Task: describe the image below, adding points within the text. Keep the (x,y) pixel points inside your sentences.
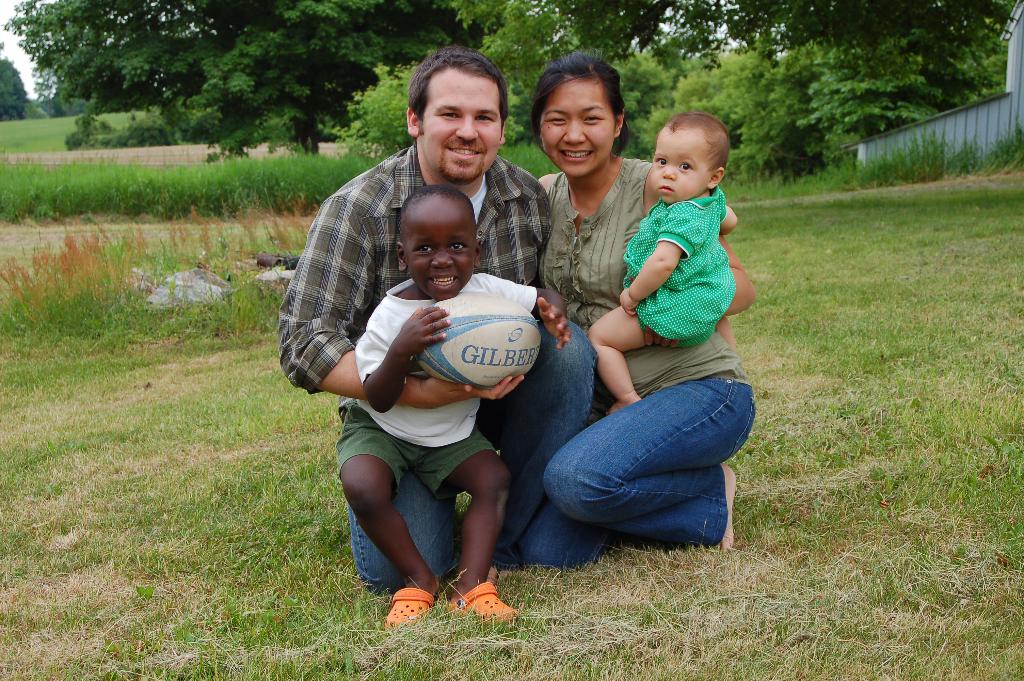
In this Image I see a man (564,386) and a woman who are sitting on the grass (187,497) and I see this man (513,275) is holding a boy (517,295) and this woman (616,437) holding a baby (694,114). I can also see that these 3 are smiling and I see that this boy (563,323) is holding the ball (527,326). In the background (633,124) I see the plants (655,108) and the trees (132,90).
